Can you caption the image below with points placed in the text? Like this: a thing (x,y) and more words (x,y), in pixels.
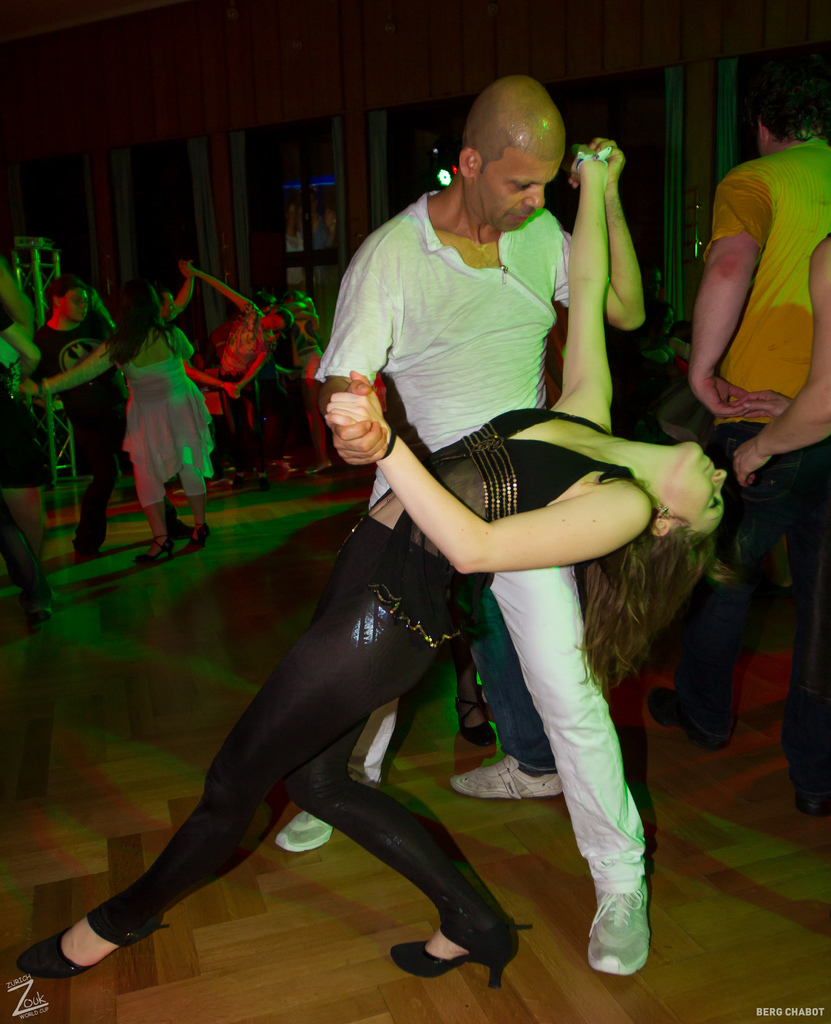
In this image there are a group of people (367,348) dancing on the floor (223,632). In the foreground of the image (451,357) there is a person (451,323) wearing a white shirt (445,336) is holding a girl (429,601). In the background (311,65) there is a wall (338,65).
